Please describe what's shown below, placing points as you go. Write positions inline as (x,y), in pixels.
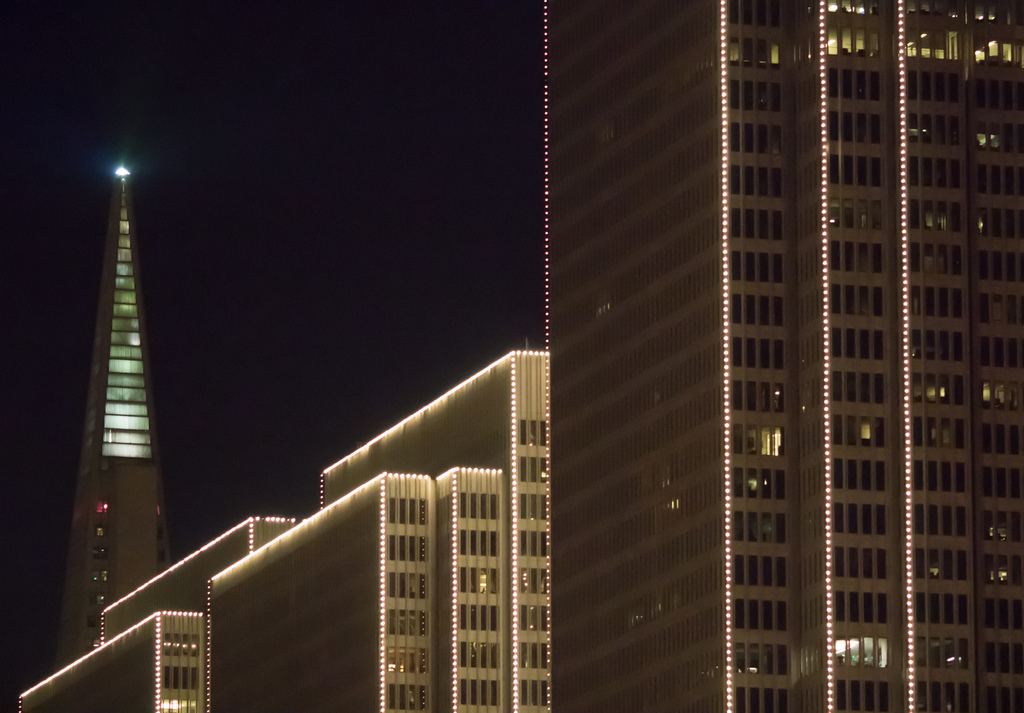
In this image I can see buildings (778,150) with lights (233,527). To the left side of the image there is a building (140,386) with triangular shape and in the centre of the image (452,414) there are different sizes of buildings (288,553).
